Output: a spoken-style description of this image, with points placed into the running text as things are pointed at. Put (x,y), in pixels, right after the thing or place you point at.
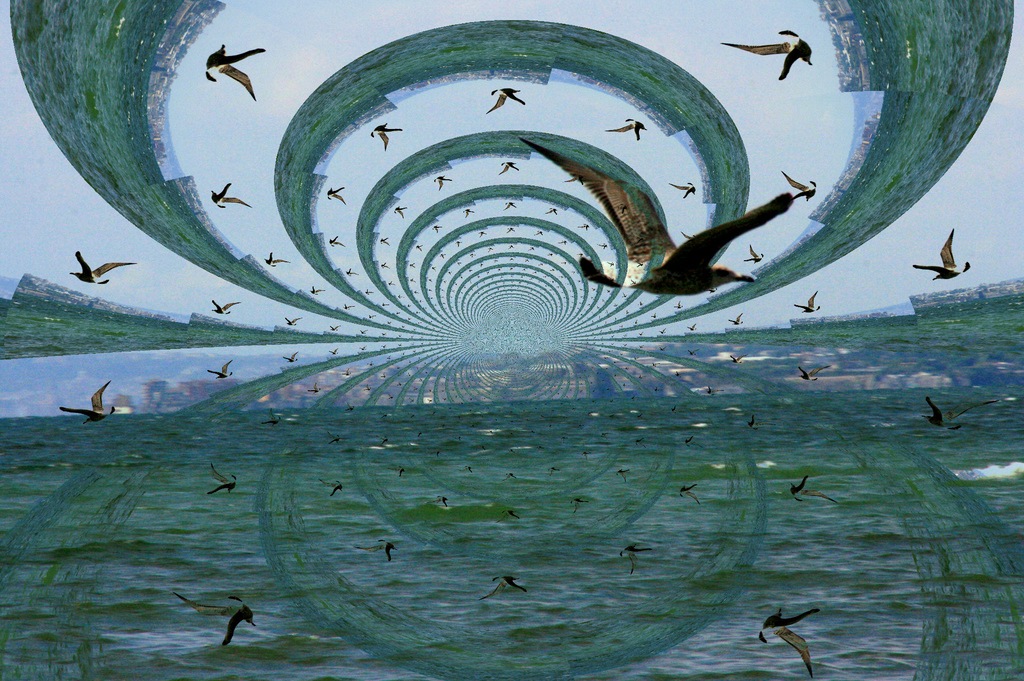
This image looks like an edited photo in which I can see water (450,530), flocks of birds (446,504), grass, trees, houses (661,371) and the sky (34,365).
